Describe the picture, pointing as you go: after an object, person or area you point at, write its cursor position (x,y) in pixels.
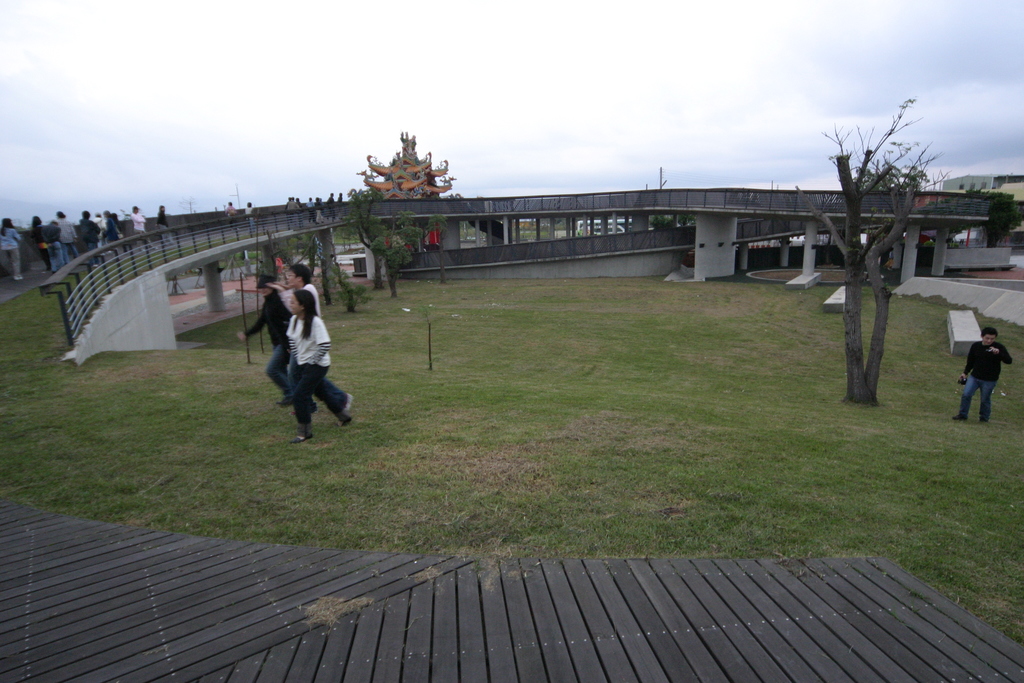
In this image we can see persons (983,398) standing on the ground (472,421), trees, railings (69,331) and sky (488,65) with clouds (761,88).
